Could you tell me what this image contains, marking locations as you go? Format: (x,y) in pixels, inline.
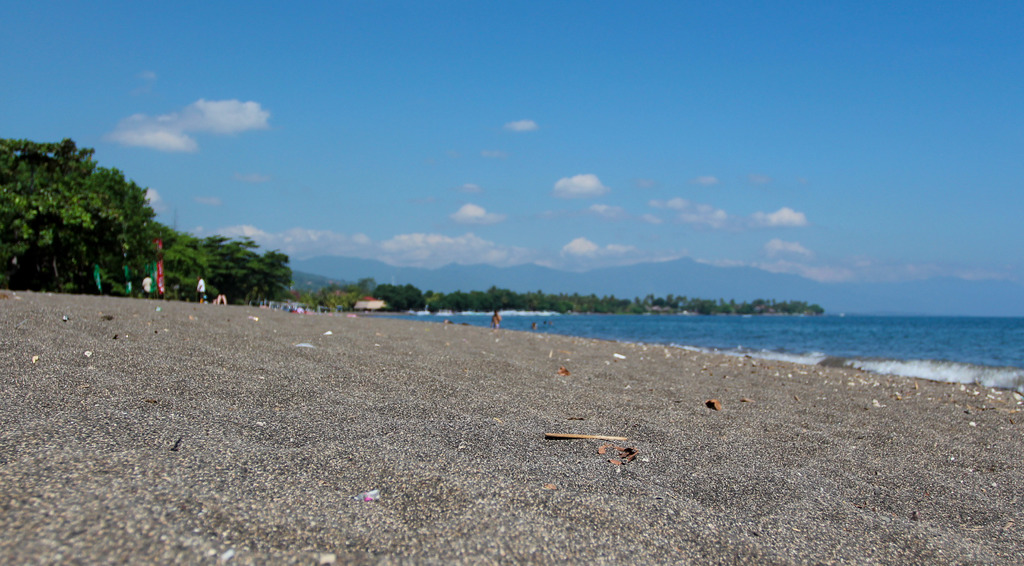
In this image I can see the sea (625,331) and I can see persons (144,282) in front of sea (504,313) and at the top (486,166) I can see the sky (553,166).
